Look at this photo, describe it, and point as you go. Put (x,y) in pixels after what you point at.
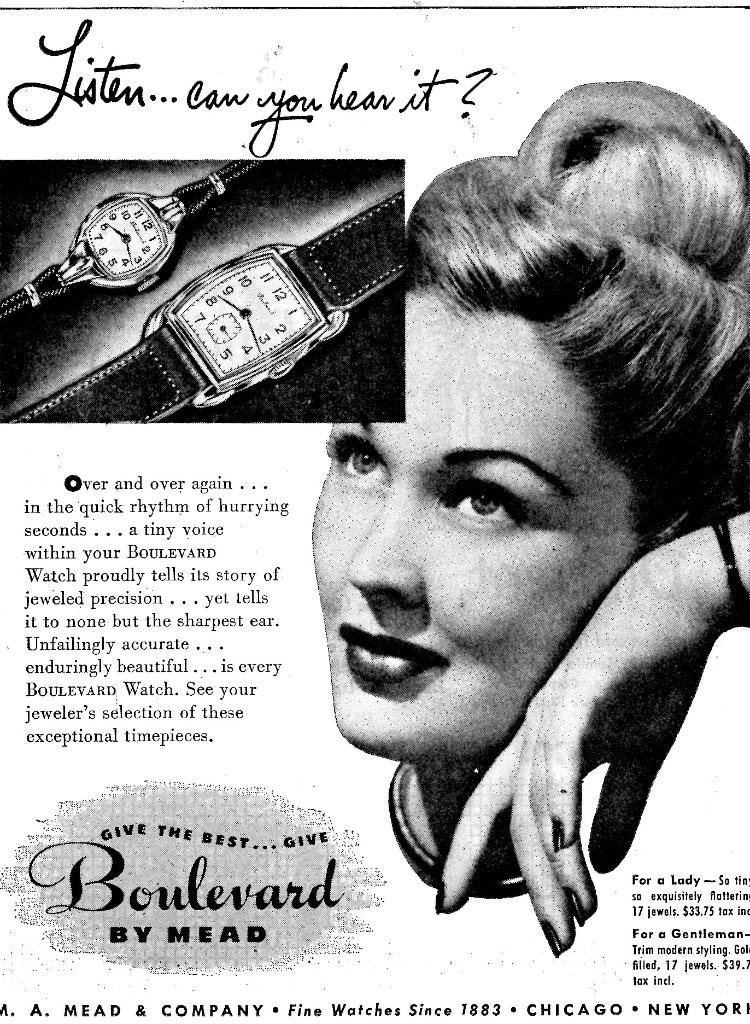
In this image there is an article (422,545) in which there is a woman picture (526,494). Beside her there are two watches (227,328). At the bottom (96,688) there is script (170,709).
